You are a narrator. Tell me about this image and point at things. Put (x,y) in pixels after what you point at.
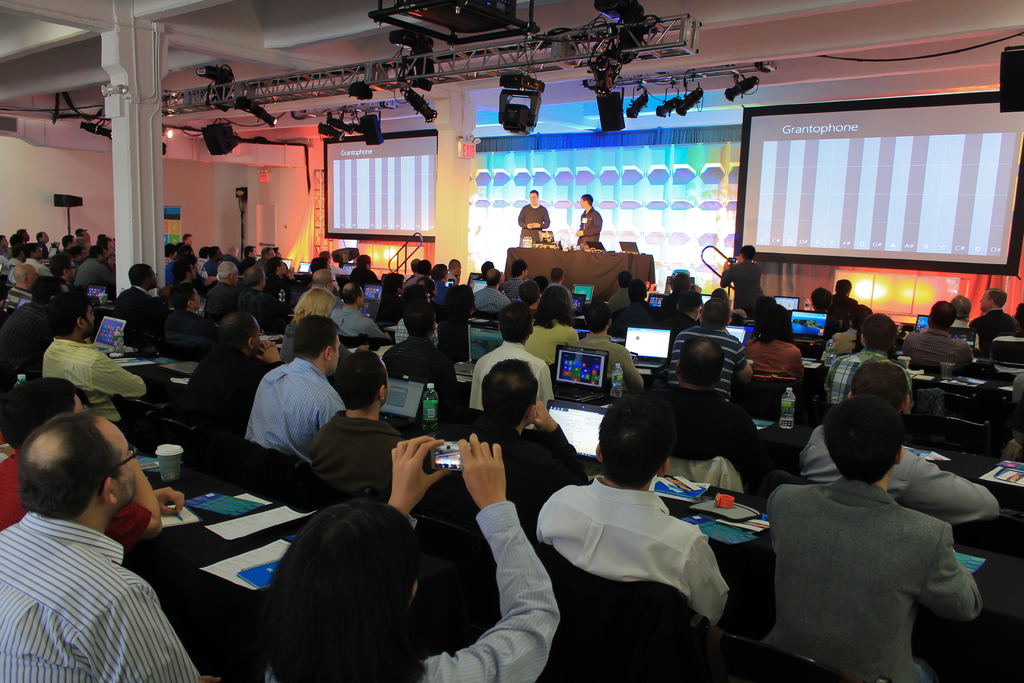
In this image we can see people (603,518) sitting. There are tables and we can see laptops (582,414), bottles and papers (217,526) placed on the tables (748,500). In the background (537,206) there are two people (580,227) standing and we can see screens (767,227). At the top (121,96) there are lights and we can see cameras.
